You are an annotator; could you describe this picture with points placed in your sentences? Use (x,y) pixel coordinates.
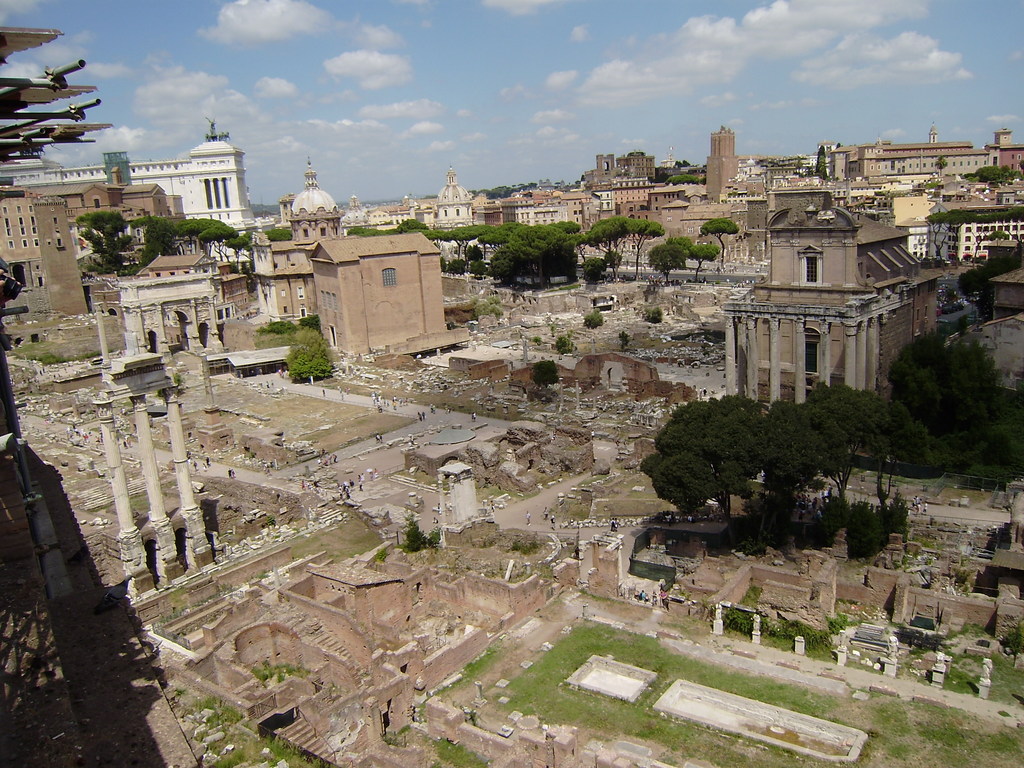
This is an aerial view and here we can see buildings (421,315), trees (485,311), poles (774,388), towers (48,248), forts (156,317), vehicles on the road (396,434) and there are people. At the top (380,102), there are clouds (659,87) in the sky (488,95).
